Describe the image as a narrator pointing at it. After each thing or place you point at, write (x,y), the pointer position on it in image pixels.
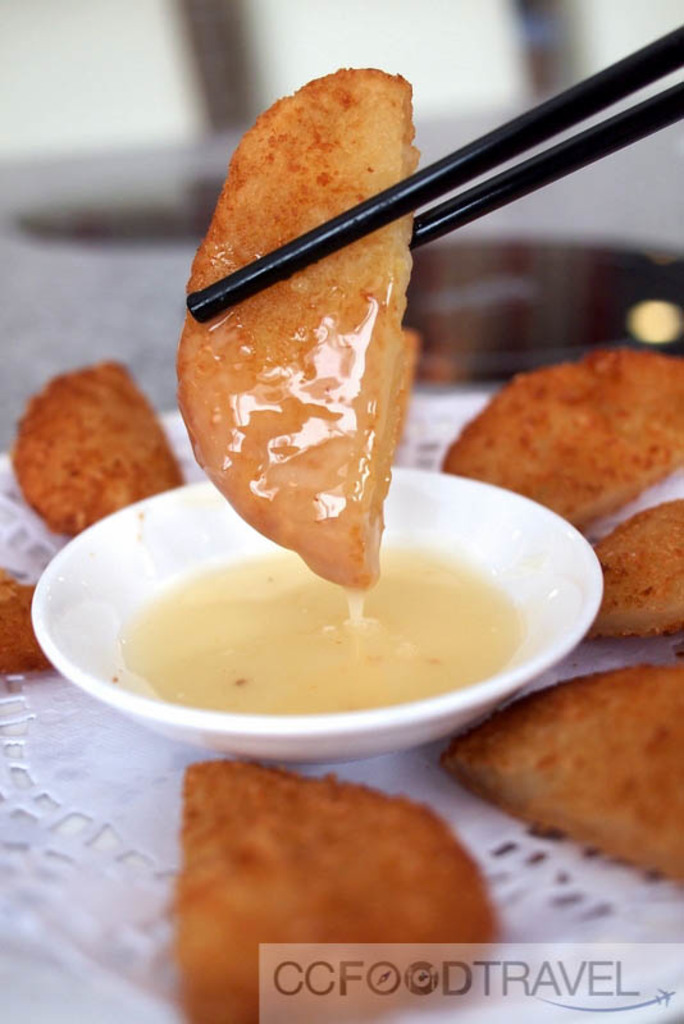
In this image I can see a white colored bowl (110,638) with liquid (271,651) in it and few food items (333,839) which are brown in color around the bowl (78,642). I can see black colored chopsticks (476,164) holding a food item (272,175) and the blurry background (557,78).
